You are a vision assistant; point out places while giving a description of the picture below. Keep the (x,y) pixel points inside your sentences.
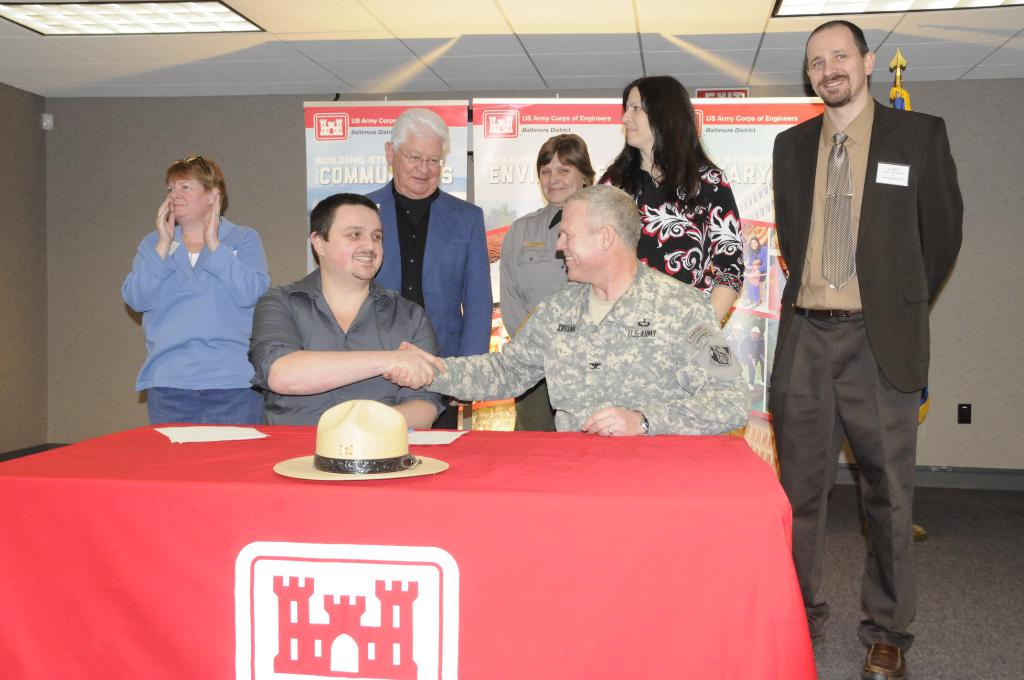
In the image we can see there are two men (711,407) who are sitting on chair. On the table (312,454) there is a hat (332,450) and at the back (157,267) there are lot of people (203,248) standing.
